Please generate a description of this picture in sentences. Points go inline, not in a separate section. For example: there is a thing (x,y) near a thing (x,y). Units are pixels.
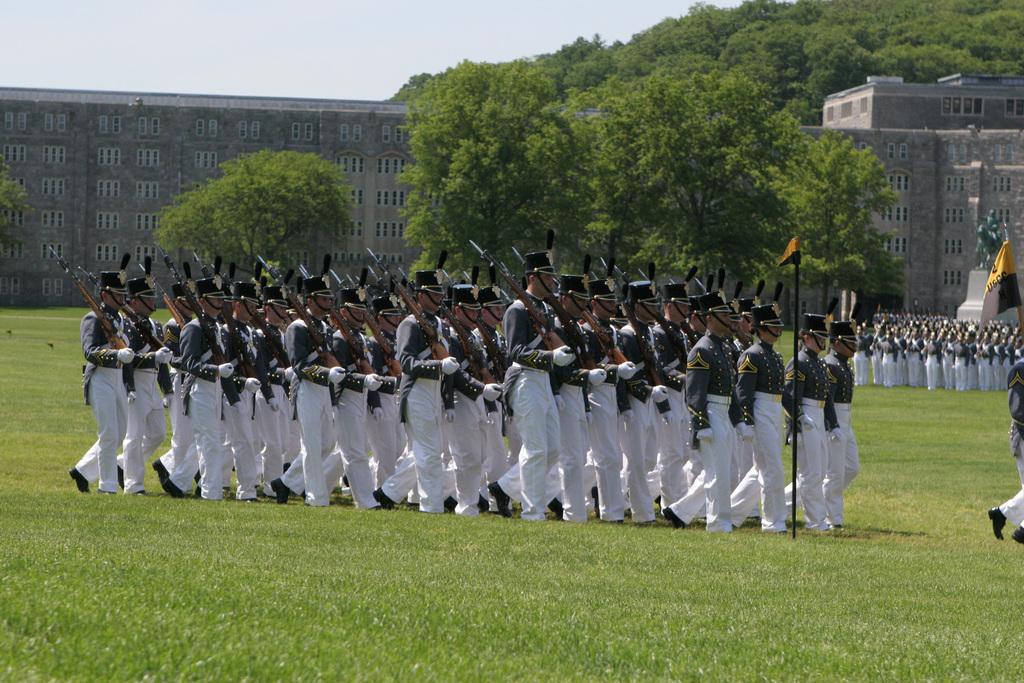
In this image we can see a group of people (799,387) standing on the grass field (861,420), some people (556,361) are holding guns (609,348) in their hands (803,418), we can also see flags (1003,292) on poles (796,403). On the right side of the image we can see a statue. In the center of the image (347,253) we can see a group of trees (811,263) and buildings (884,96) with windows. At the top of the image (278,47) we can see the sky (142,67).
